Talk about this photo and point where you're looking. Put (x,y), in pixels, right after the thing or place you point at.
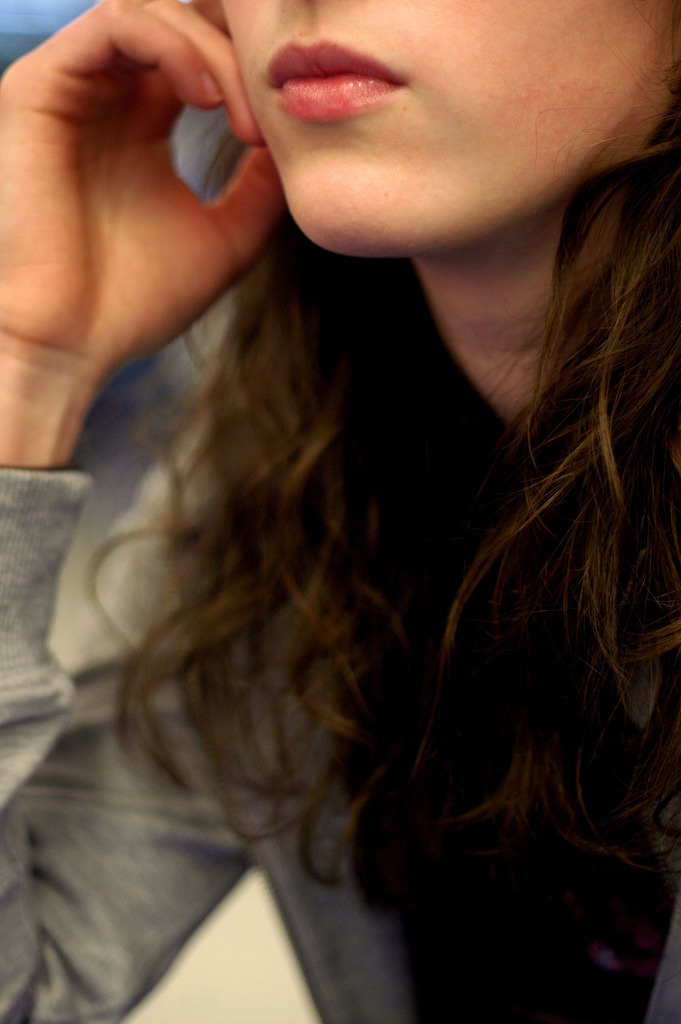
The picture consists of a woman (536,59).
